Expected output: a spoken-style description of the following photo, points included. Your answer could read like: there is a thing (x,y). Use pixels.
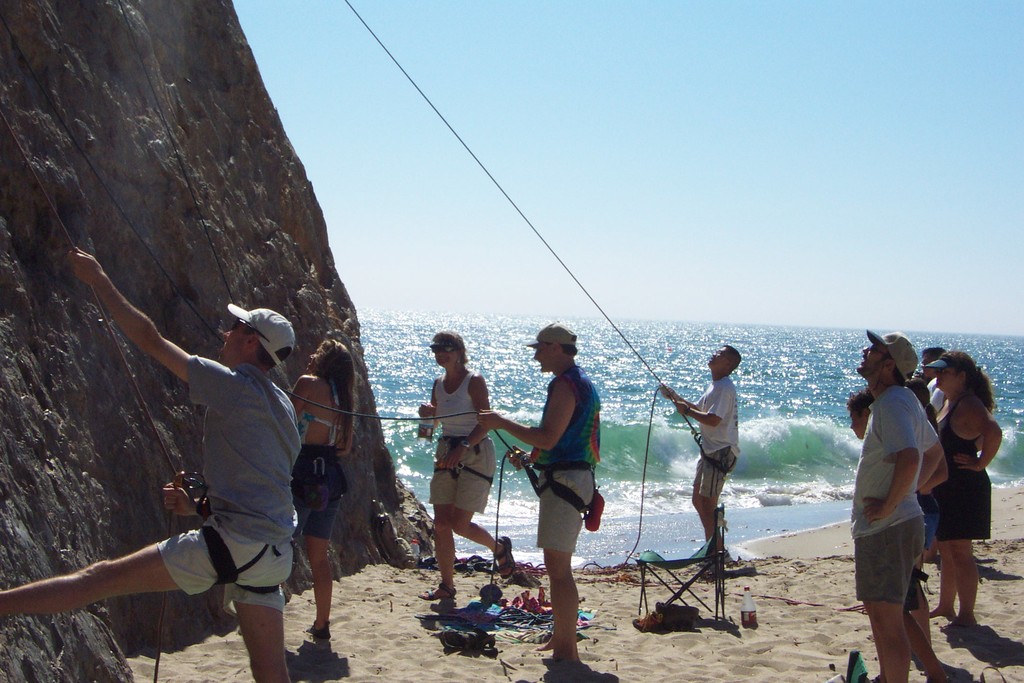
On the left side (181,360), there are persons (443,435) in different color dresses (537,459), standing on the sand surface (400,630). Some of them are holding threads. Beside them, there is a hill (96,415). On the right side (922,421), there are persons (891,370) in different color dresses (915,400) standing on the sand surface (971,650). In the background (792,487), there are tides (678,423) of the ocean (629,429) and there is blue sky (630,128).
